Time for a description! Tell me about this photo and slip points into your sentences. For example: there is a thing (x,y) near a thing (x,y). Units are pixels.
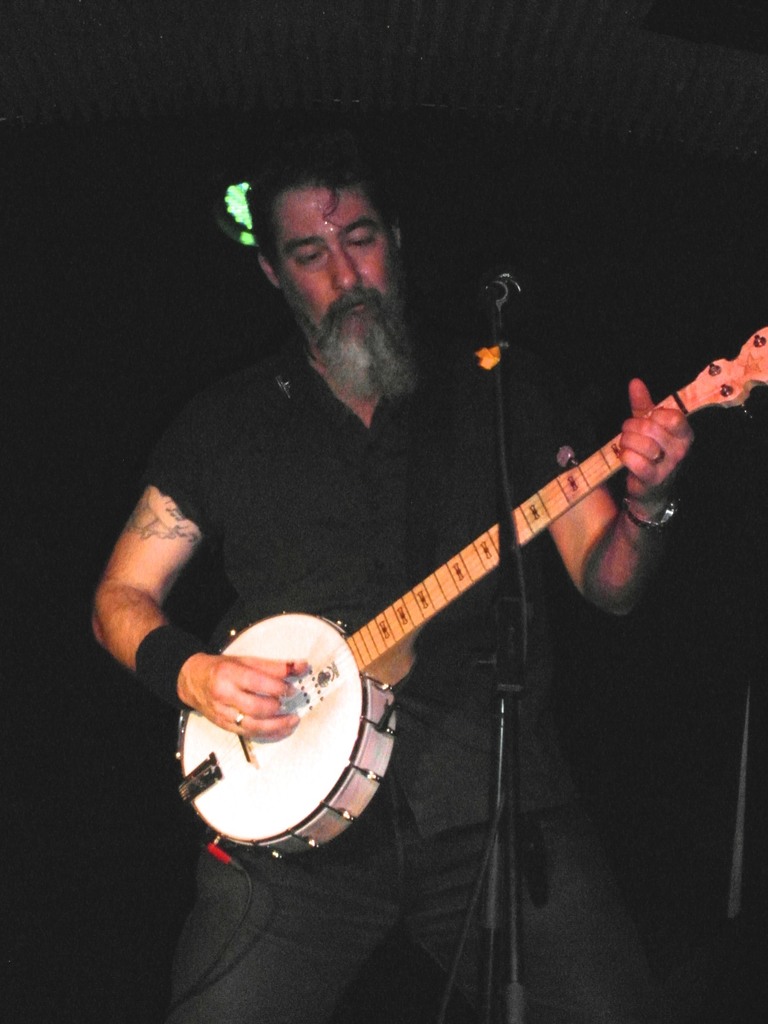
This person (414,731) standing and playing musical instrument (190,720) and wear black color shirt (476,594). There is a microphone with stand (494,774). On the background (239,188) we can see focusing light (231,198).
